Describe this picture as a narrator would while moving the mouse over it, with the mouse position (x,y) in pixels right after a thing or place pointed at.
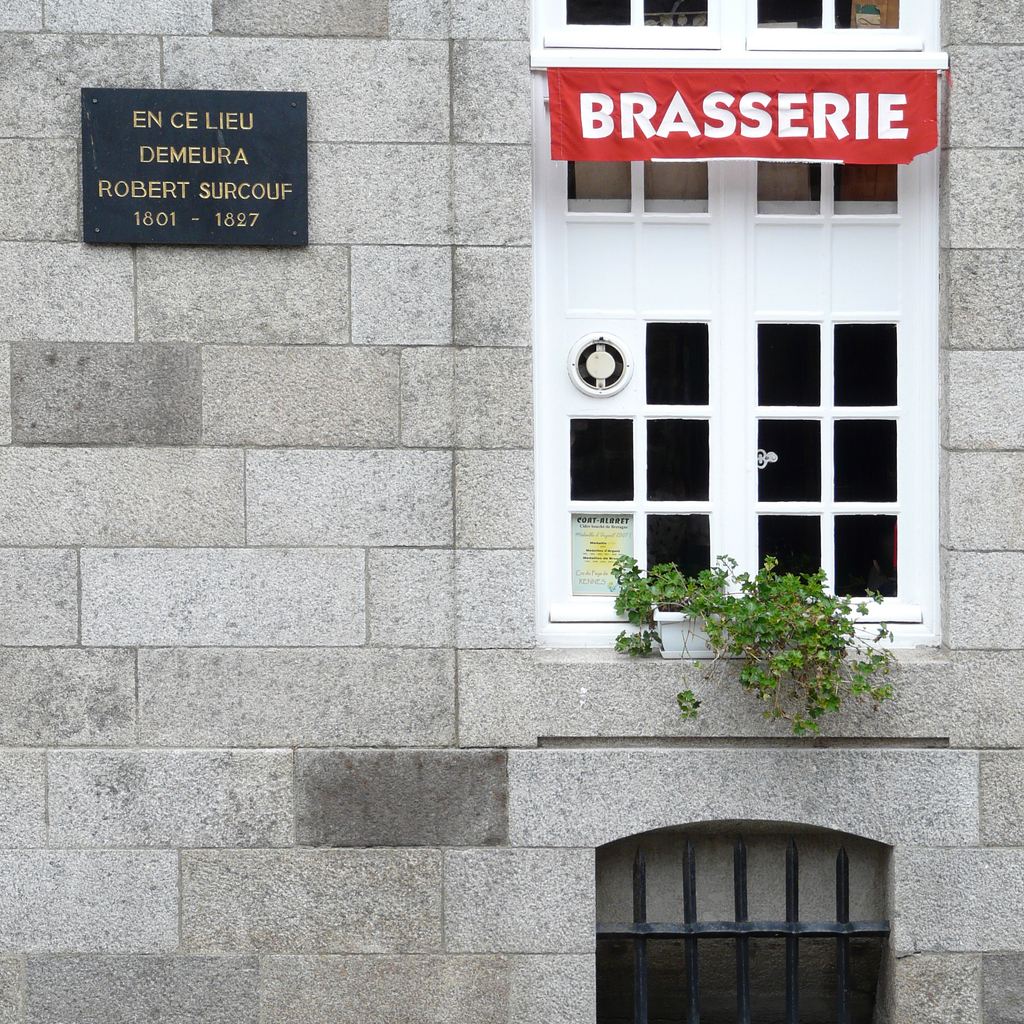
In this image we can see the wall (418,677) of a building (422,671). There are few windows (789,351) in the image. We can see a plant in the image. We can see some text (207,180) on the boards (555,133) in the image.
